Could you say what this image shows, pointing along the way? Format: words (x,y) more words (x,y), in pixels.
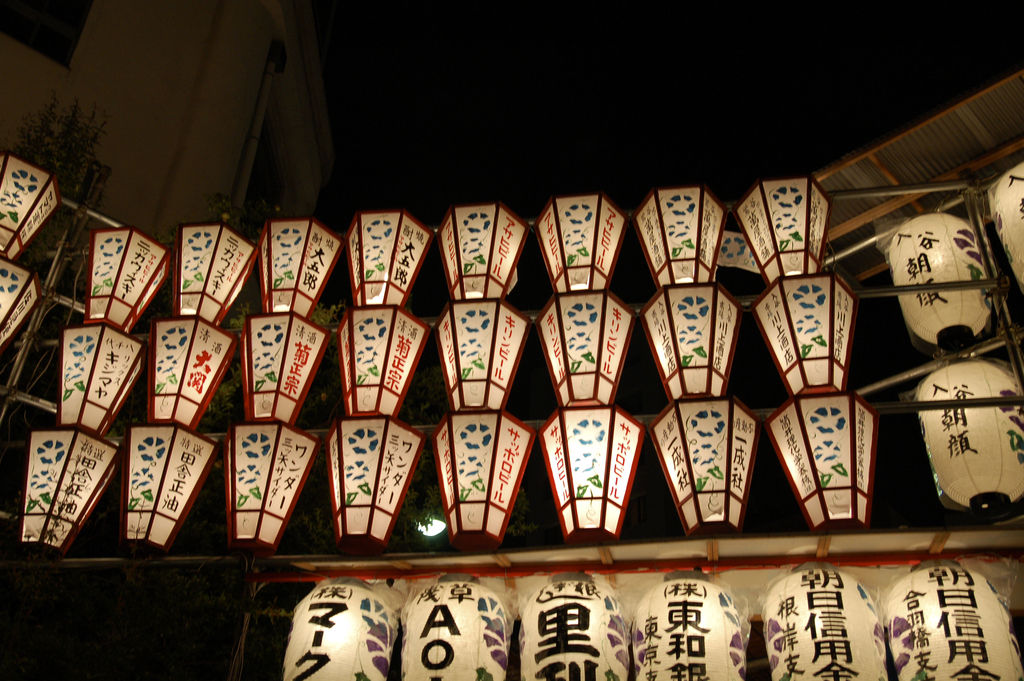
In the image there are many lights (483,496) and above the lights (804,293) there is a roof (922,170).
